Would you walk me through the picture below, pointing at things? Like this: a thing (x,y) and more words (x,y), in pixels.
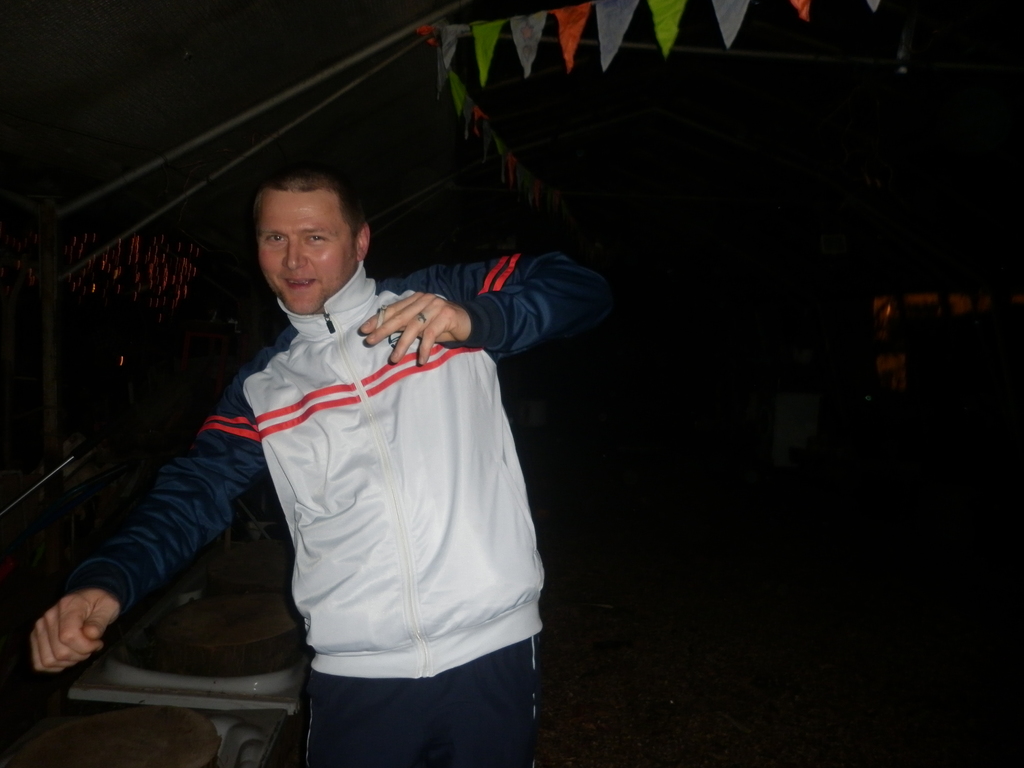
In this image there is a person (331,549) standing by and smiling. At the top of the image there are flags (802,16).
